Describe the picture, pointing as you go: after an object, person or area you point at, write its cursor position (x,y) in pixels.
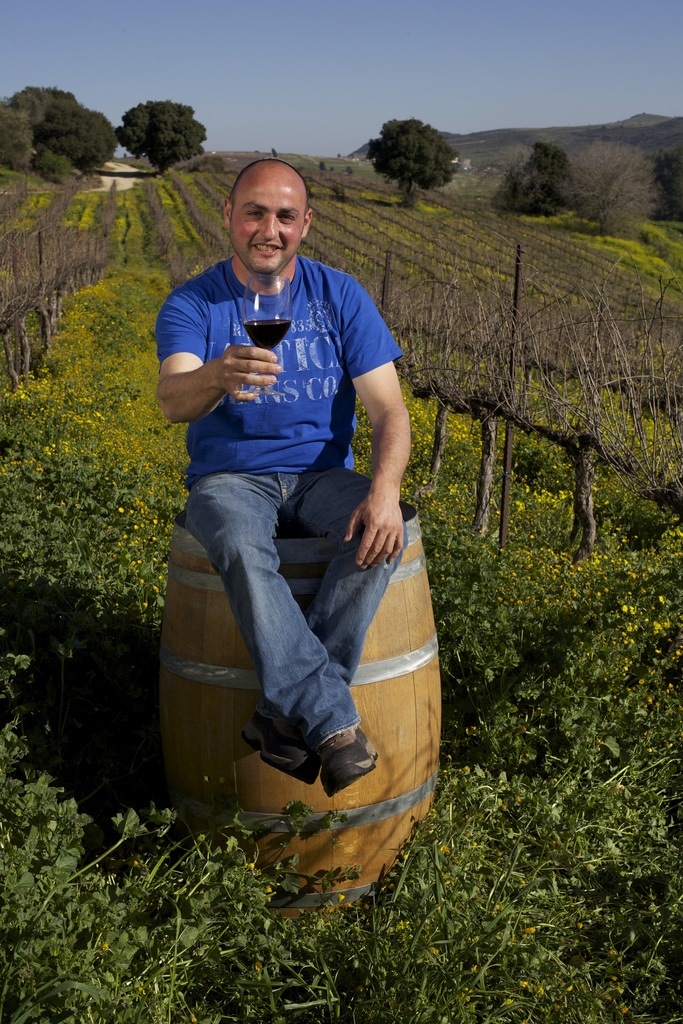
The man (293,771) sitting on drum (427,812) holding a glass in a garden (56,456) behind them there are mountains (321,160) and trees (635,160).
